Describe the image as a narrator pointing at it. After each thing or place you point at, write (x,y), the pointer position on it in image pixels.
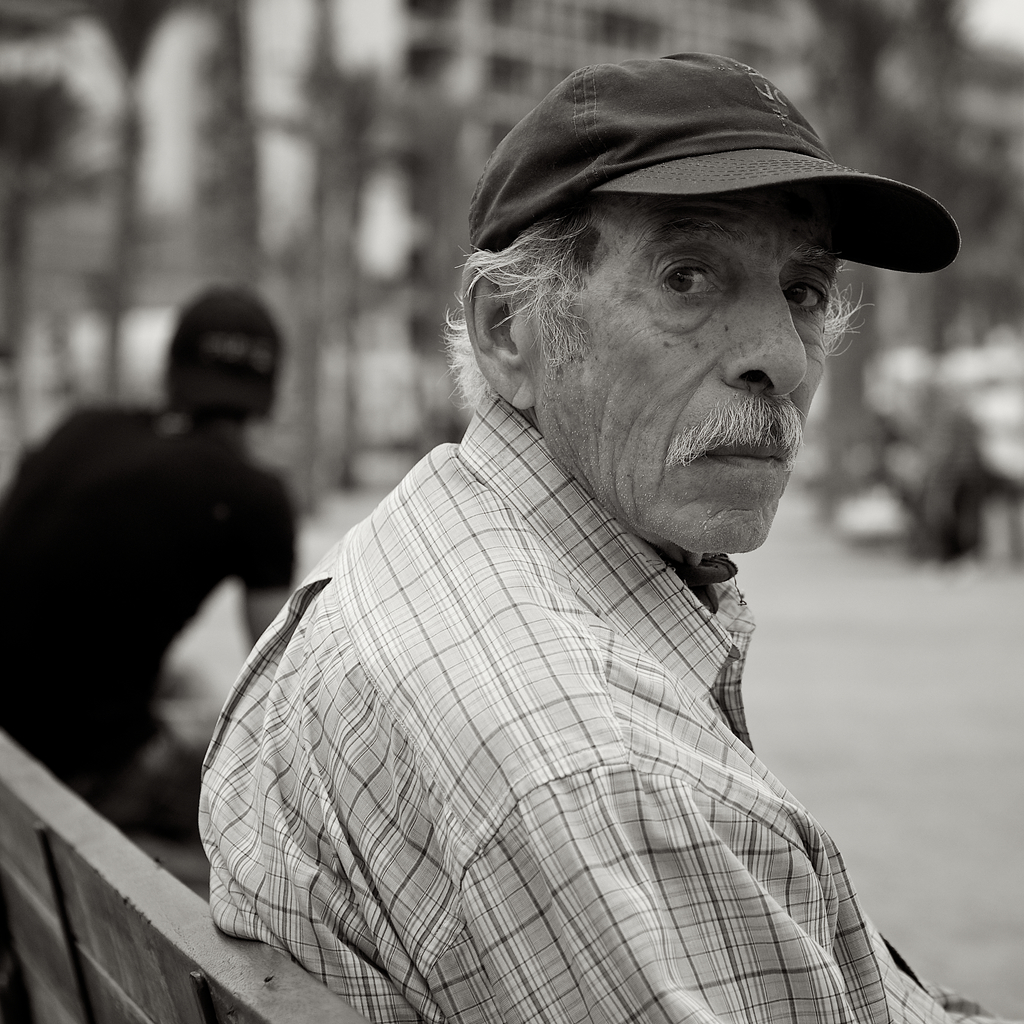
As we can see in the image in the front (539,534) there are two people (328,655) sitting on bench (41,822). In the background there are buildings (505,86) and the background (127,150) is blurred.
